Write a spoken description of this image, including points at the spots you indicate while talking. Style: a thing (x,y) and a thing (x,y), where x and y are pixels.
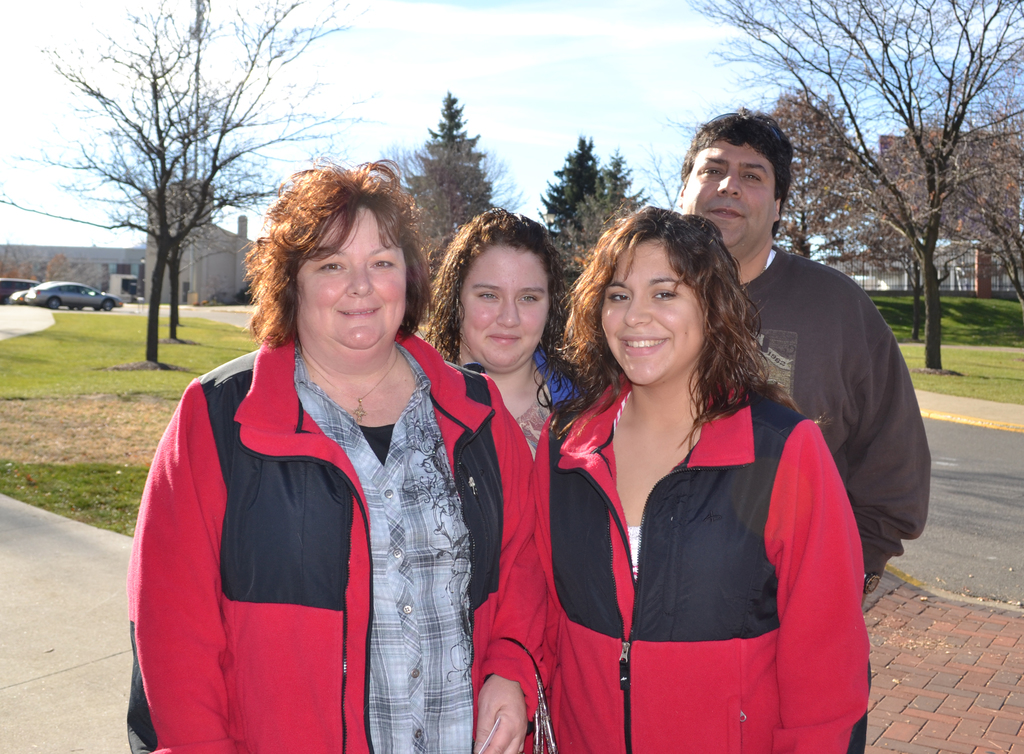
In the foreground of this picture (514,468), there are three women (588,482), two in red jacket (629,668) and a man (807,304) in brown shirt (841,329). In the background (813,165), there are buildings (206,262), trees (812,122), grass (52,424), vehicles (61,285) and the sky (517,34).
